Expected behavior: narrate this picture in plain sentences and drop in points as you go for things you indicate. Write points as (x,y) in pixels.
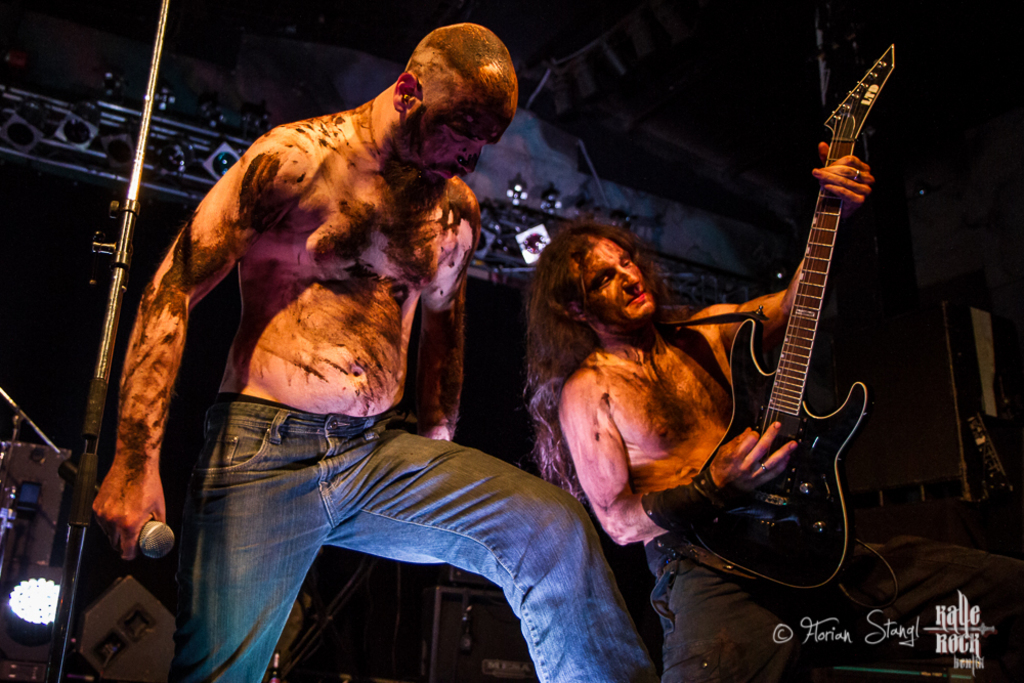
This picture is clicked in a musical concert. Man (611,447) on the right corner of the picture (713,466) is holding guitar (862,123) in his hands (735,463) and playing it. Beside him, man (228,471) is holding microphone (148,524) in his hand (141,482). Behind them, we see speaker boxes (495,621).
